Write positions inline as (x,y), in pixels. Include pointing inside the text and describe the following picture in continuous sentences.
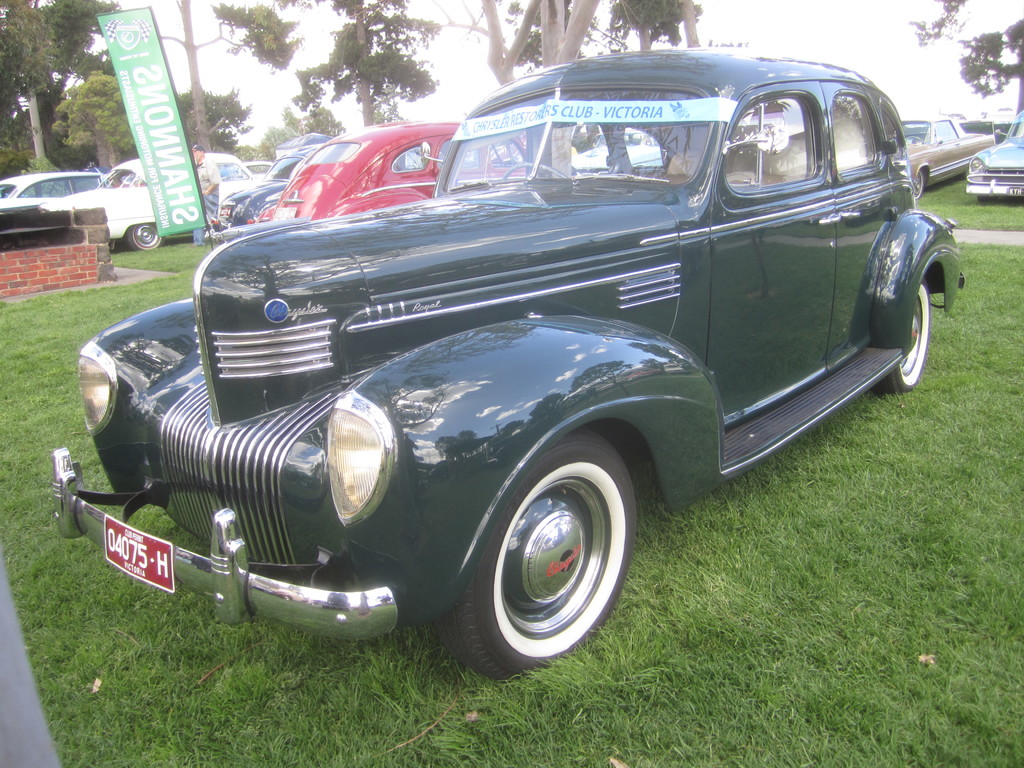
In this image I can see in the middle (637,446) there is a car (637,446) in dark green color, on the left side (338,187) there is a banner (174,207), there are cars (121,231). In the background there are trees (1019,73), at the bottom (721,651) there is the grass (692,694). On the left side (107,275) there is the wall (105,266).
